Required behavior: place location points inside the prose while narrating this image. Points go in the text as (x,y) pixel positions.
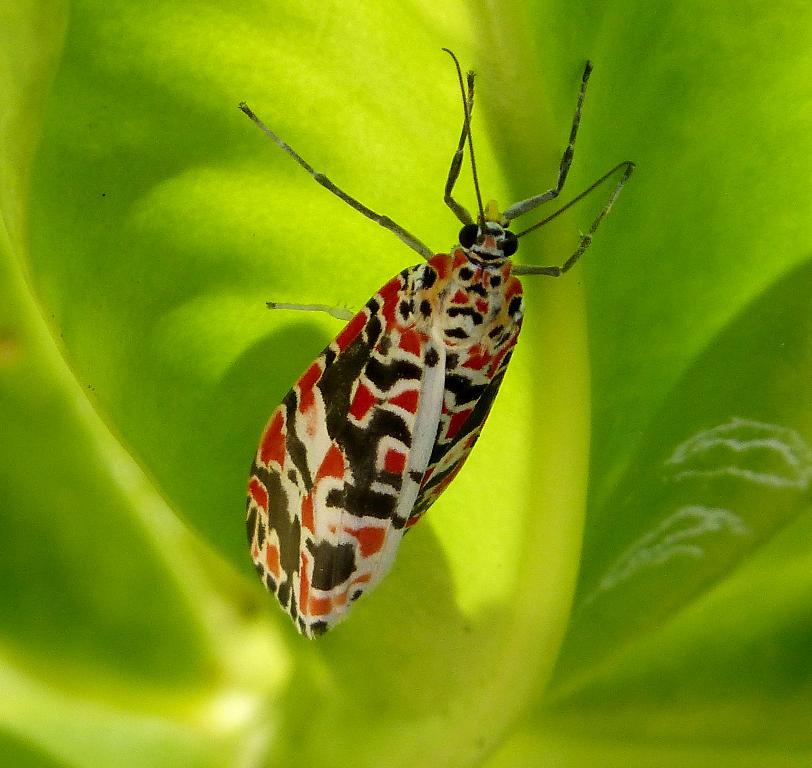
In this image in the center (429,387) there is one insect (438,382) on the plant (98,532).
